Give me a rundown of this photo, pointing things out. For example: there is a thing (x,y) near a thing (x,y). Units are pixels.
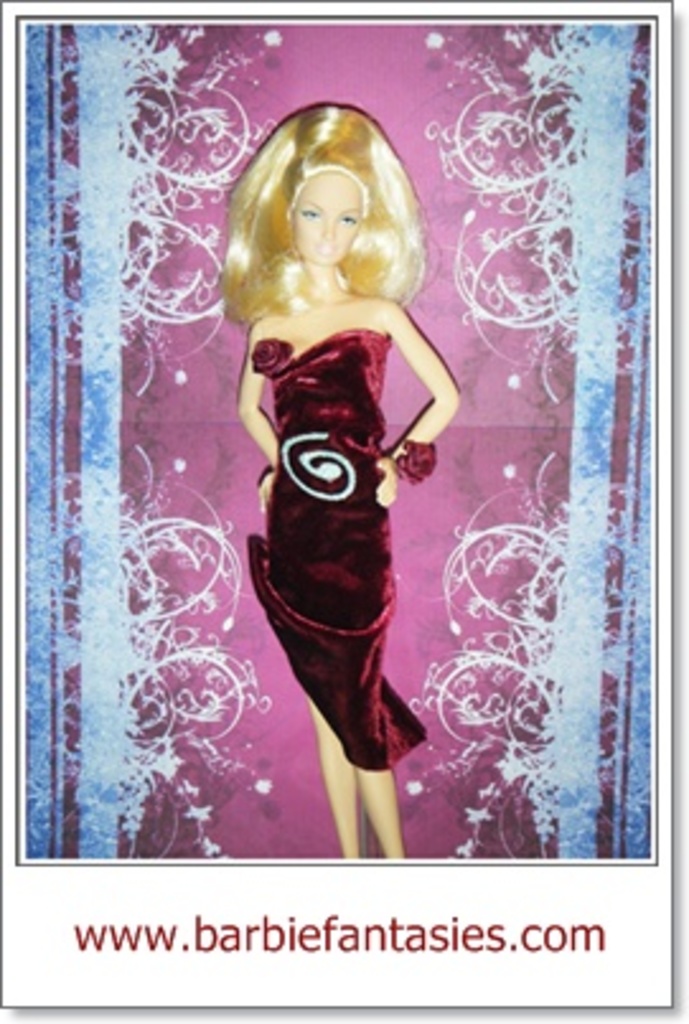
This image consists of a photograph (430,728). Here I can see a barbie (315,541) in a frock (345,510). At the bottom (127,930) I can see some text (114,933) in red color.
